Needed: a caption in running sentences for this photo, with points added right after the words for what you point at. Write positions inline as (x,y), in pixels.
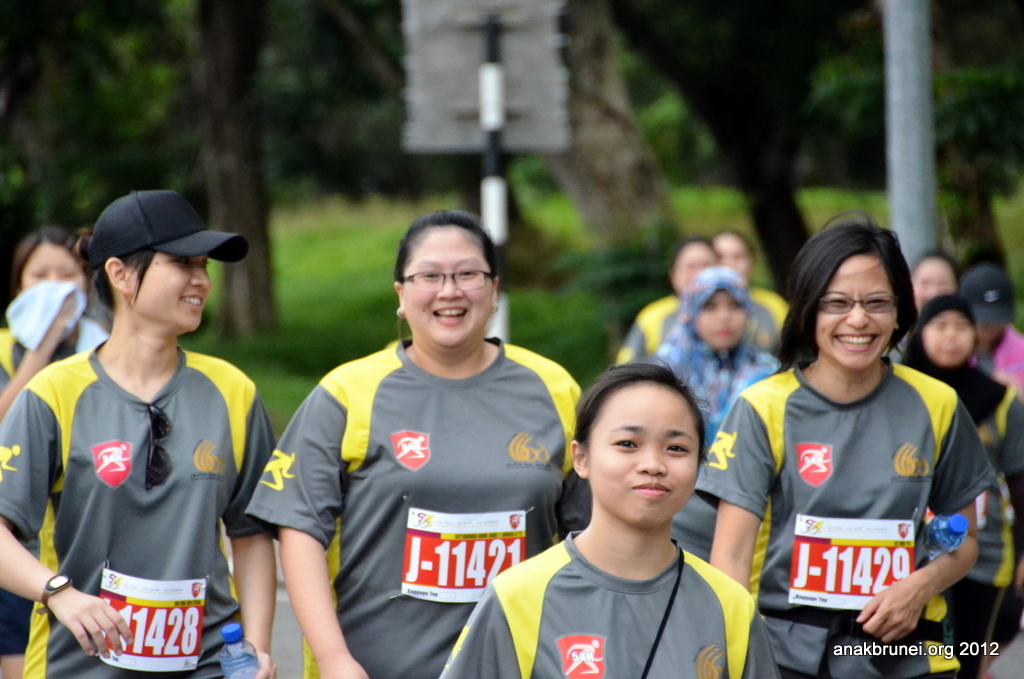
In this image there are people (744,402) walking, in the background (249,173) there are trees (651,232), poles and it is blurred, in the bottom right (845,649) there is text (929,646).
